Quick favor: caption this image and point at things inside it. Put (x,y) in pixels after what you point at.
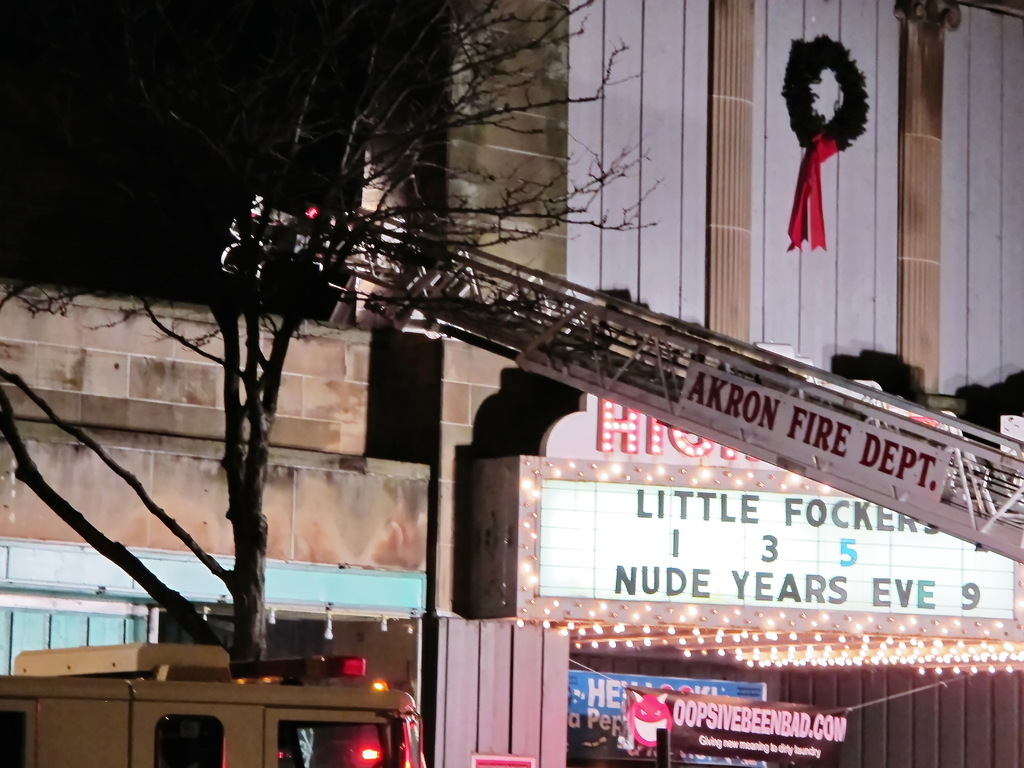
In this image we can see buildings (48,313), there is a tree (275,381), crane (453,328), there is a vehicle (278,681), there are lights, there are banners (675,740), and boards (623,516) with some text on them, also we can see an object (845,85) on the wall (789,269), which looks like garland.
